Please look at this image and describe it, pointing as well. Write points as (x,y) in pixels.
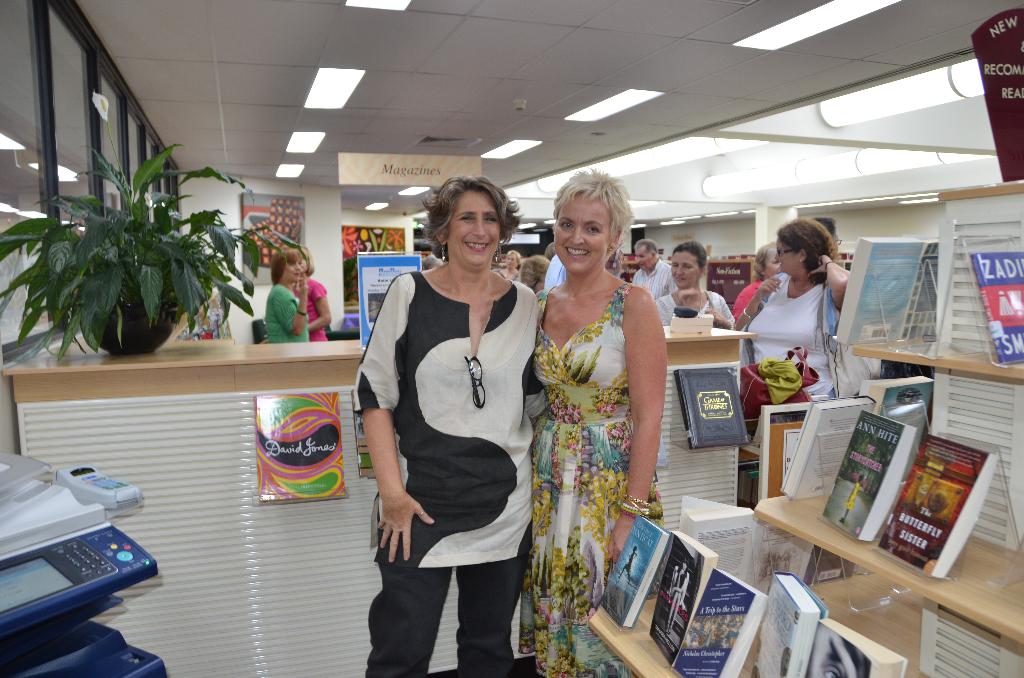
In this image there are two persons (392,643) standing together in front of table (274,567), beside them there is a shelf (947,664) with so many books (868,438) in it, also there are so many lights (942,94) in the roof (943,22).
